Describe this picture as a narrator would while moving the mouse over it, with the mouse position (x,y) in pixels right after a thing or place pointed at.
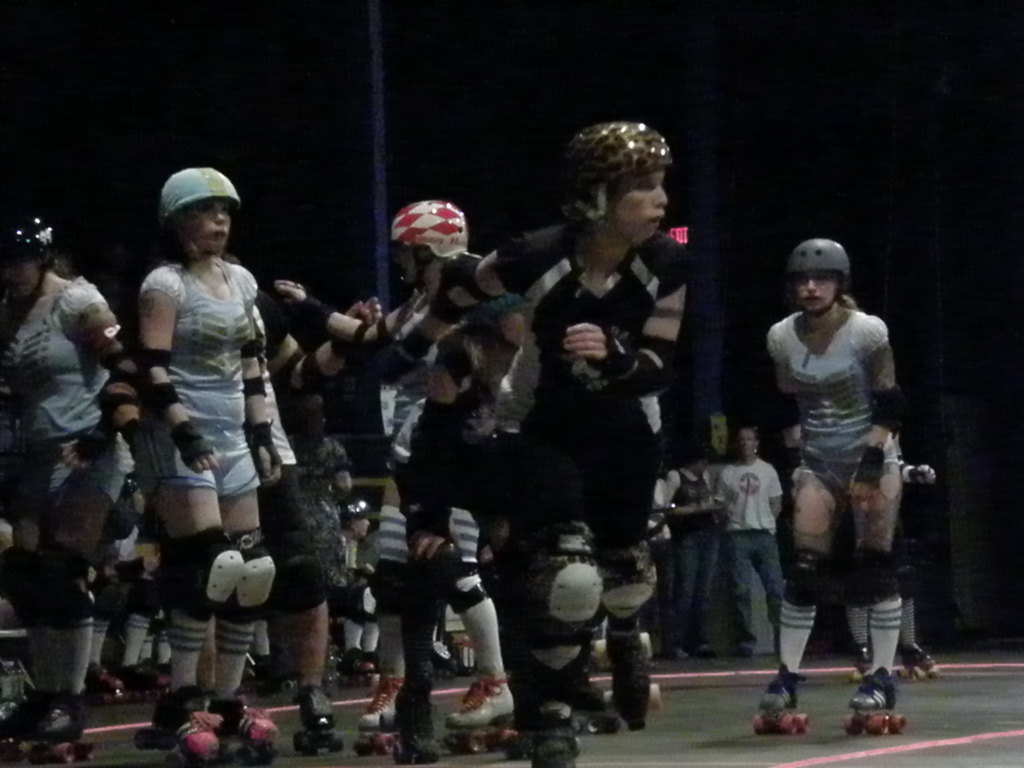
In this image, we can see a group of people (681,586). Few are standing and sitting. Few people (282,614) are wearing skate shoes (567,722) and helmets (819,264). In the middle of the image (586,428), we can see a person (572,555) is skating on the floor (844,759). Background we can see some yellow color object (720,435) here.
